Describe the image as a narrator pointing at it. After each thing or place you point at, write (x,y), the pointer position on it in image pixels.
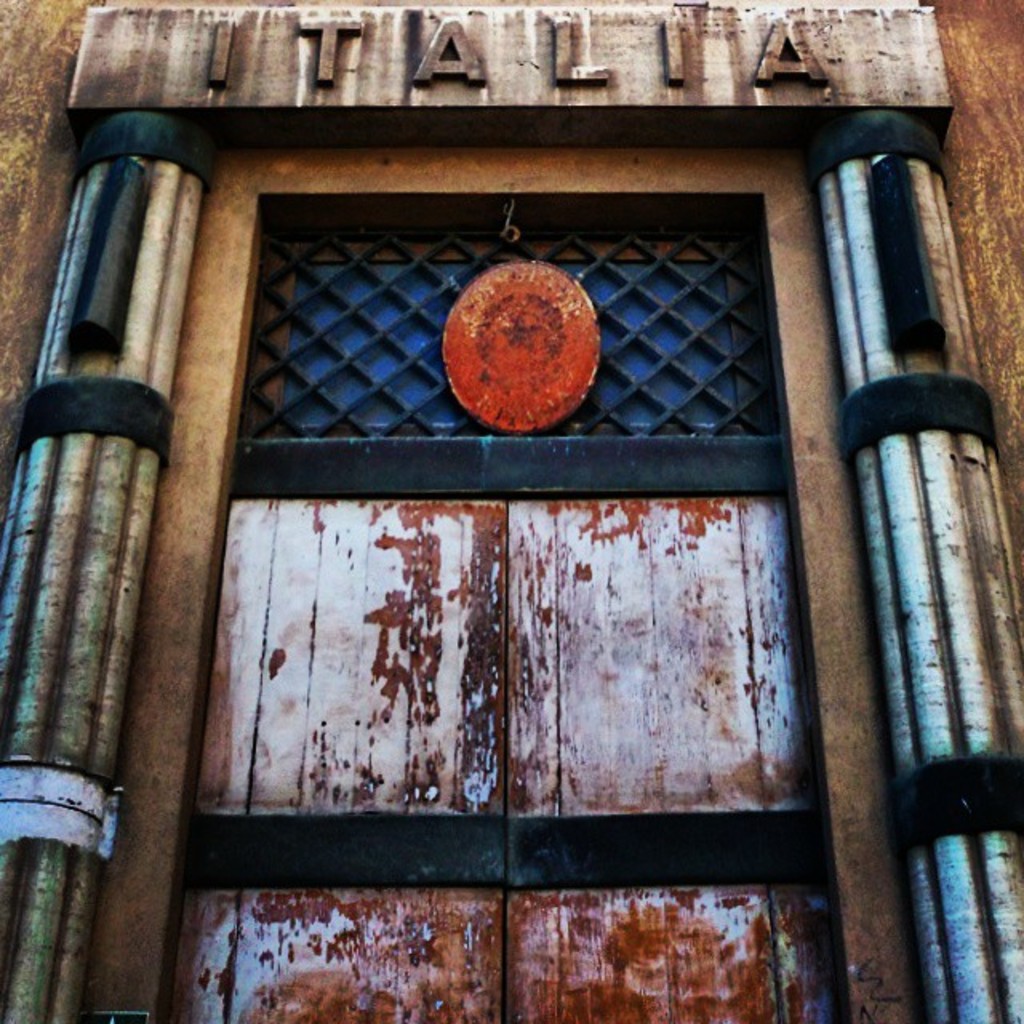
In this image I can see it looks like a door (650,552), at the top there is the name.
